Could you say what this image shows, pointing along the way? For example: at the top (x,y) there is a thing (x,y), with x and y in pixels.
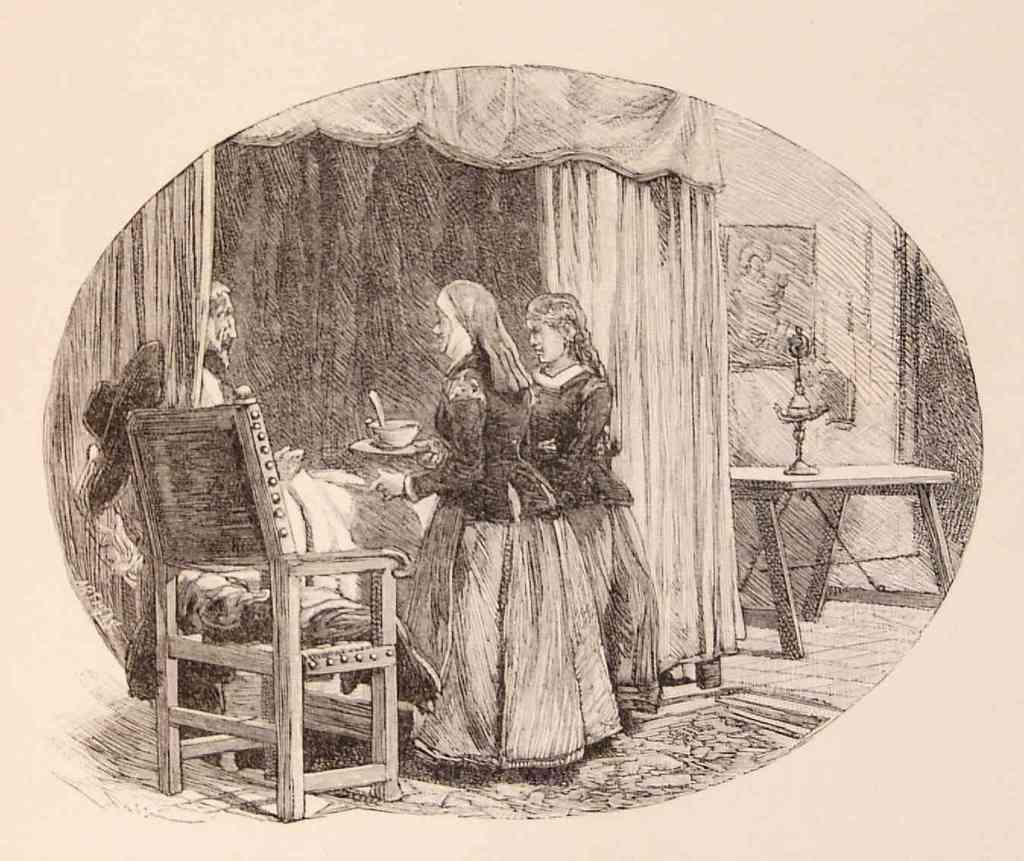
In the image we can see a painting (325,625).
